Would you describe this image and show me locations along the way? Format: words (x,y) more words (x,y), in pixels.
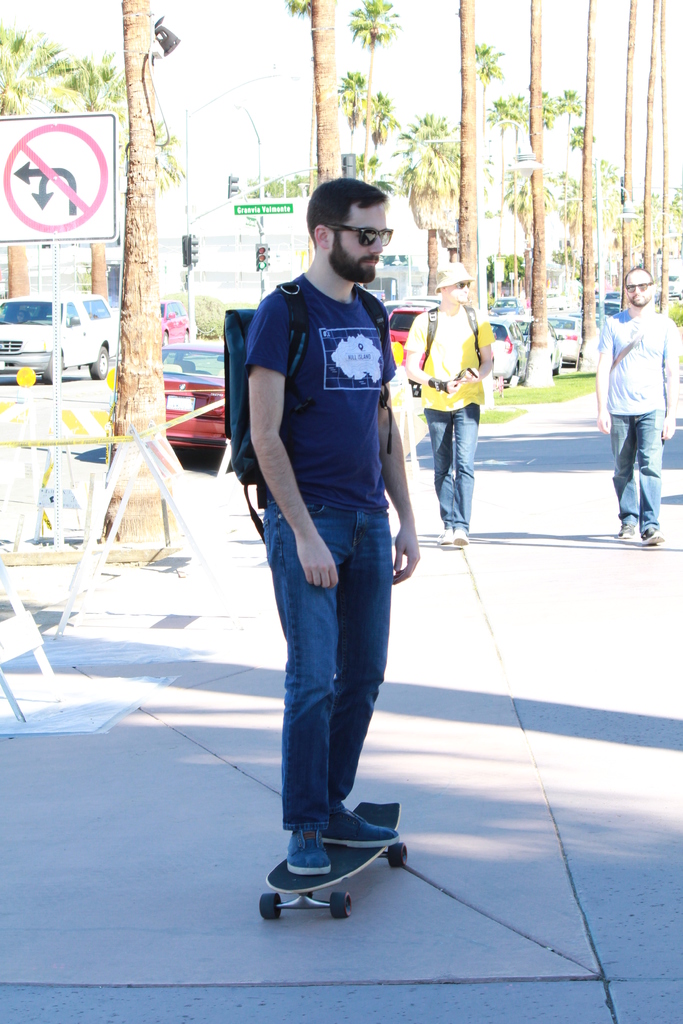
In this image a person (357,617) is standing on the skateboard (365,853) which is on the pavement (573,711) having few boards (51,667) and trees (119,431). Right side (468,437) few people (644,475) are walking on the pavement (586,586). Few vehicles (530,319) are on the road (38,376). Left side there is a board (37,226) attached to the pole (59,456). Few traffic lights (191,251) are attached to the poles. Background (211,253) there are trees (528,272) and buildings (385,275).
